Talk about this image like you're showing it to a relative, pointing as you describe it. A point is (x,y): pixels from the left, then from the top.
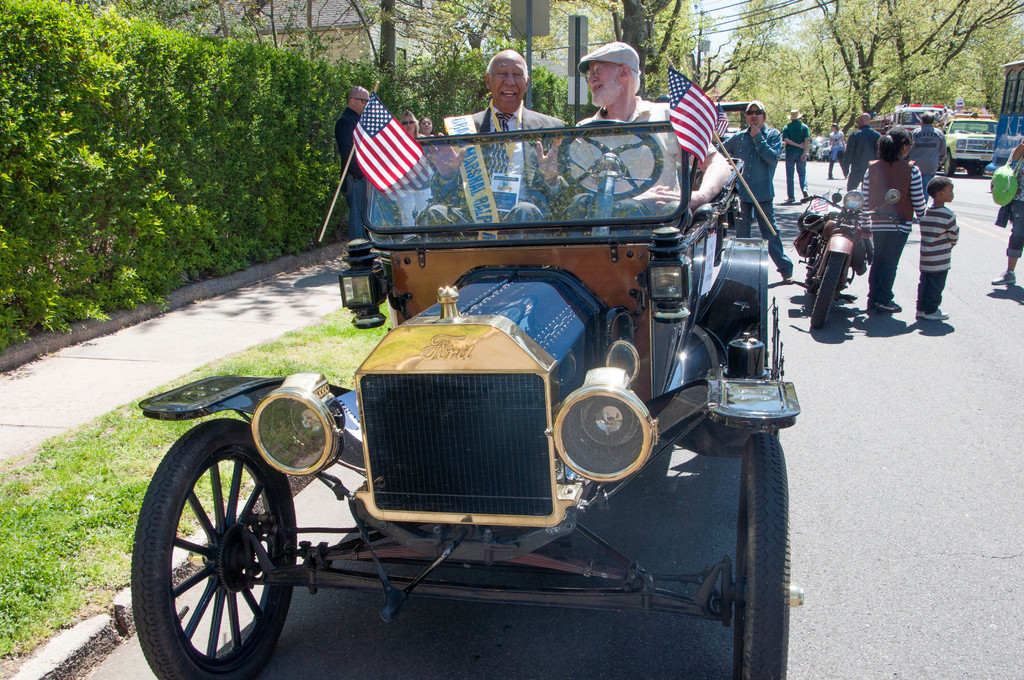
In the middle of the image (355,449) there is a vehicle (718,234) on the vehicle (610,136) two people (625,77) are sitting and smiling. Top right side of the image (780,90) there is a tree (904,49) and there are some vehicles (991,164) and there are some group of people (859,124) walking. In the middle of the image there is a bike (853,195). Top left side of the image (194,109) there are some bushes (252,60). Bottom left side of the image (117,517) there is grass (174,426).
